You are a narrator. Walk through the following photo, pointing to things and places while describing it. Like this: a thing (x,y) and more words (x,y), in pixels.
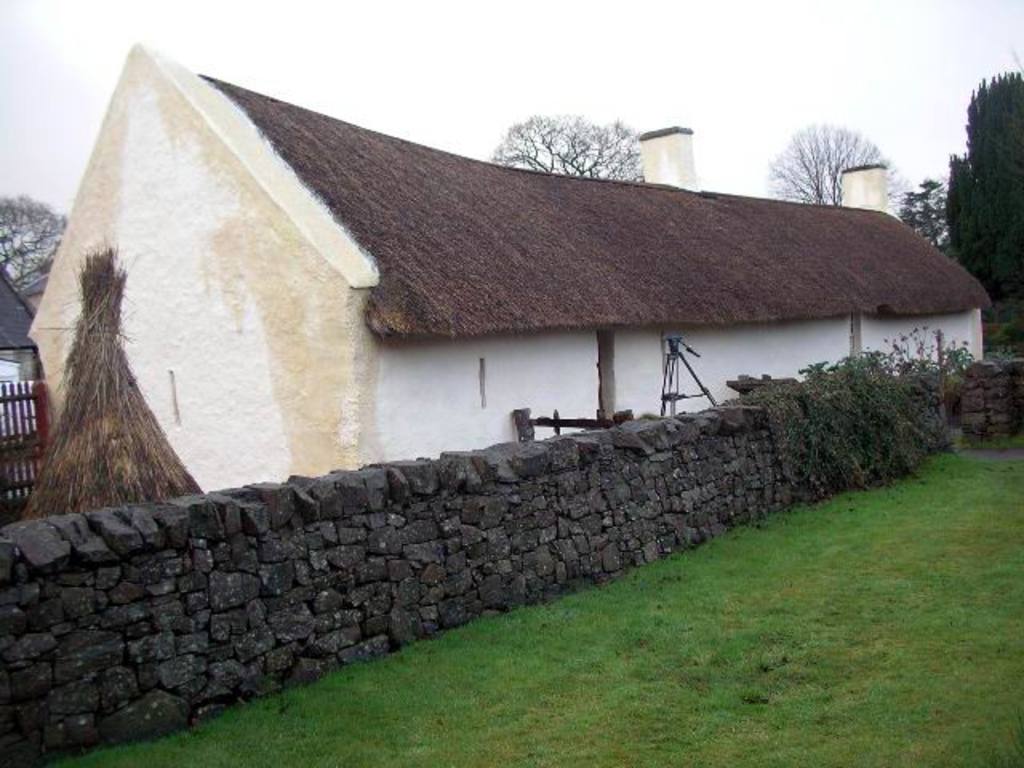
In this picture we can see some grass (725,726) on the ground (708,712). There is some fencing (10,475), a house (209,479), a stone wall (520,500), trees (908,205) and other objects (798,396). We can see the sky (656,48).
